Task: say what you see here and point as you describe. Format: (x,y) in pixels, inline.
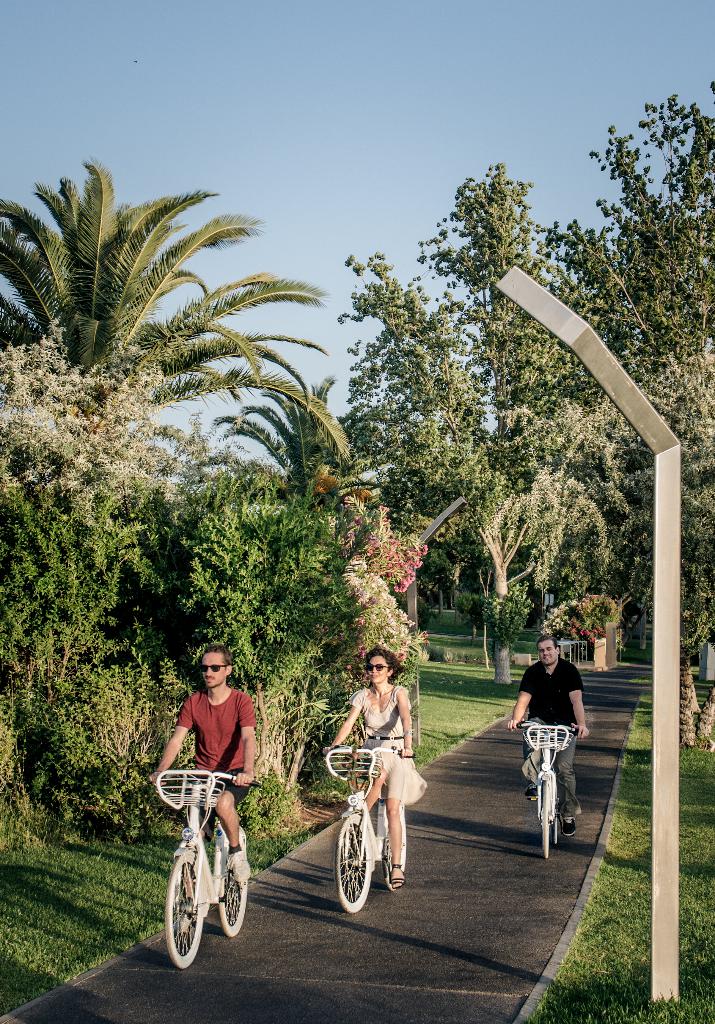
In this image, we can see 3 people (394,847) are riding a bicycle (353,860). We can see a road (578,820), grass (601,905) and pole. Here we can see plants (88,760). And background (474,383) we can see trees (397,421) and sky (397,250). The right side person (556,722) is wearing black shirt (554,710) and grey color pant (567,762). Middle person (409,785) is wearing a cream color dress (404,774). Left side man (248,769) is wearing red color t-shirt (235,757) and black color short (235,785). 2 peoples (237,790) are wearing a glasses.
